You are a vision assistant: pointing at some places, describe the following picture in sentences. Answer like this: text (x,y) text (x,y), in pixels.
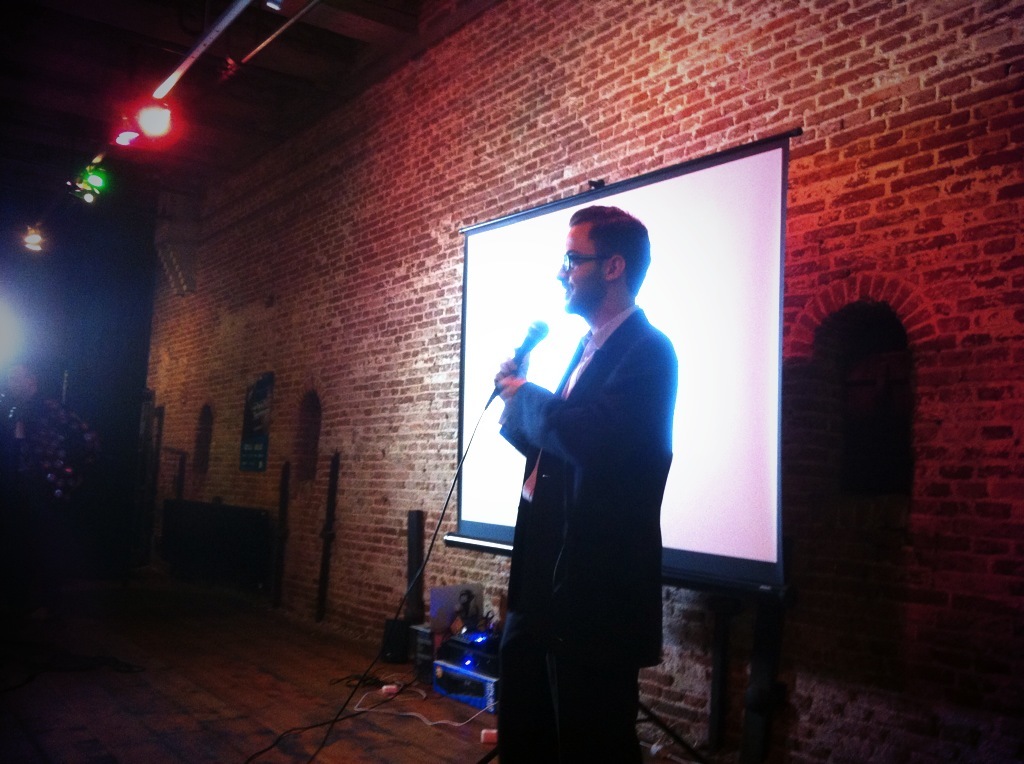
In this picture we can see a person (595,274) wearing a spectacle (567,258) and holding a microphone (499,384) in his hand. There are a few wires (439,721) and other objects (441,675) are visible on the ground (317,679). We can see a projector screen (722,159) and a poster (265,463) on a brick wall (263,482). Some lights (94,179) are visible on top (146,112). We can see a person (40,433) on the left side (69,478).
